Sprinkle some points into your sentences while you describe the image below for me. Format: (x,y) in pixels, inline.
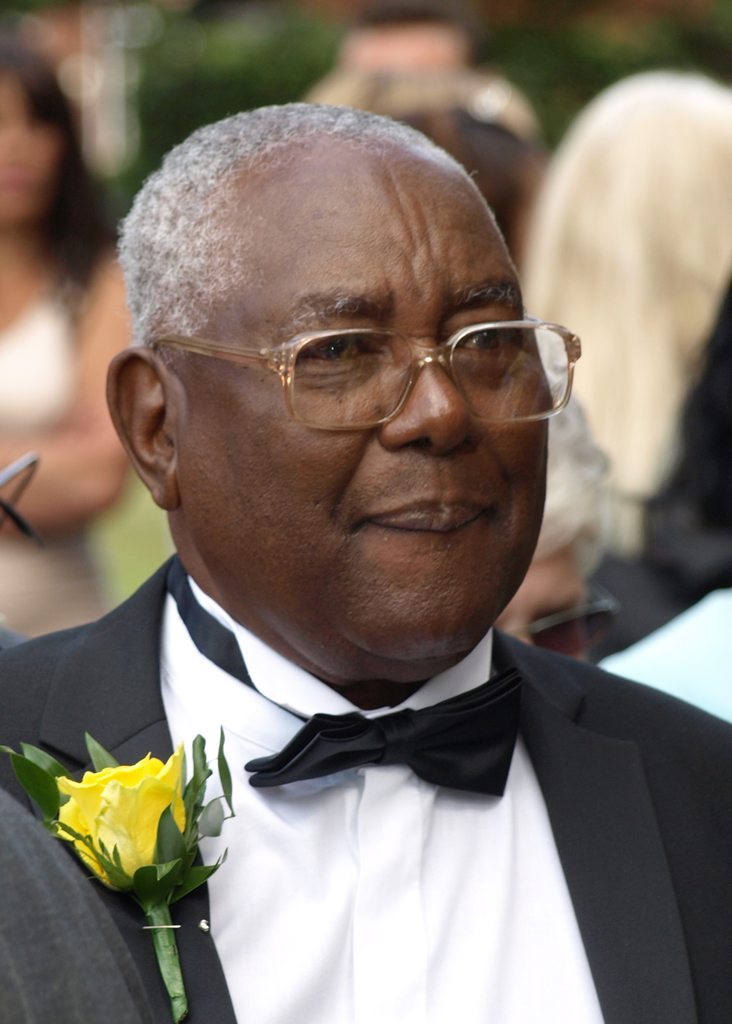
In this image I can see a person (282,1013) wearing black and white dress (334,802), I can also see a yellow color flower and I can see blurred background (9,214).
